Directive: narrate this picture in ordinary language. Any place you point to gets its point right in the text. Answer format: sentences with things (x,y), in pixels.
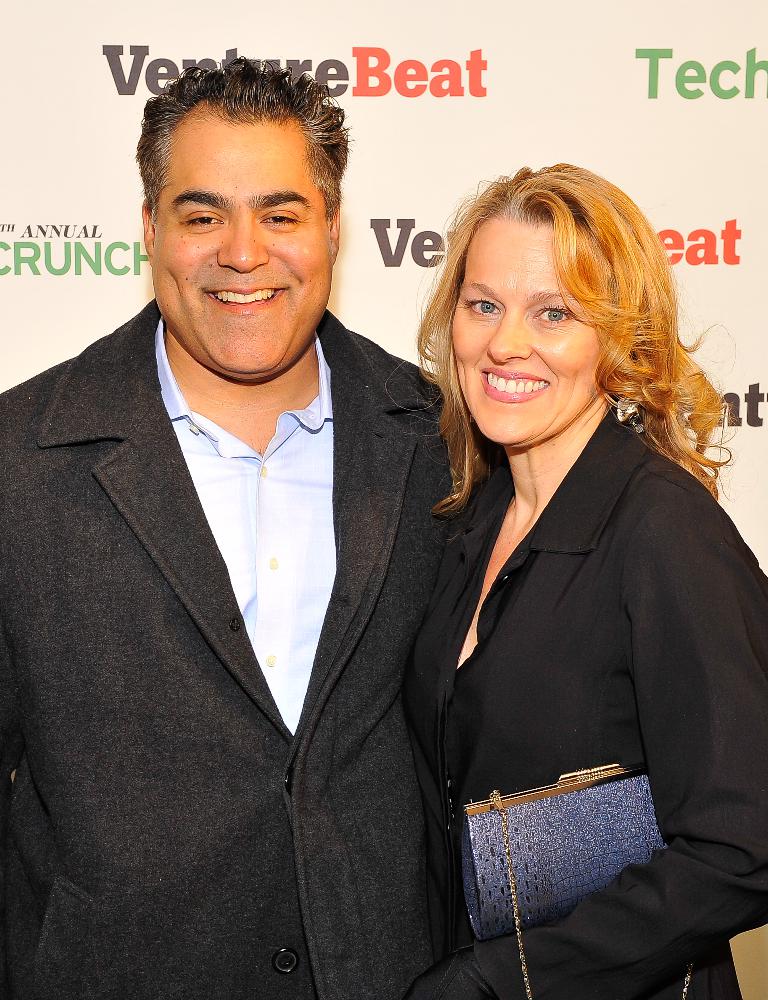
In the image two persons (520,281) are standing and smiling. Behind them there is a banner (407,339).
